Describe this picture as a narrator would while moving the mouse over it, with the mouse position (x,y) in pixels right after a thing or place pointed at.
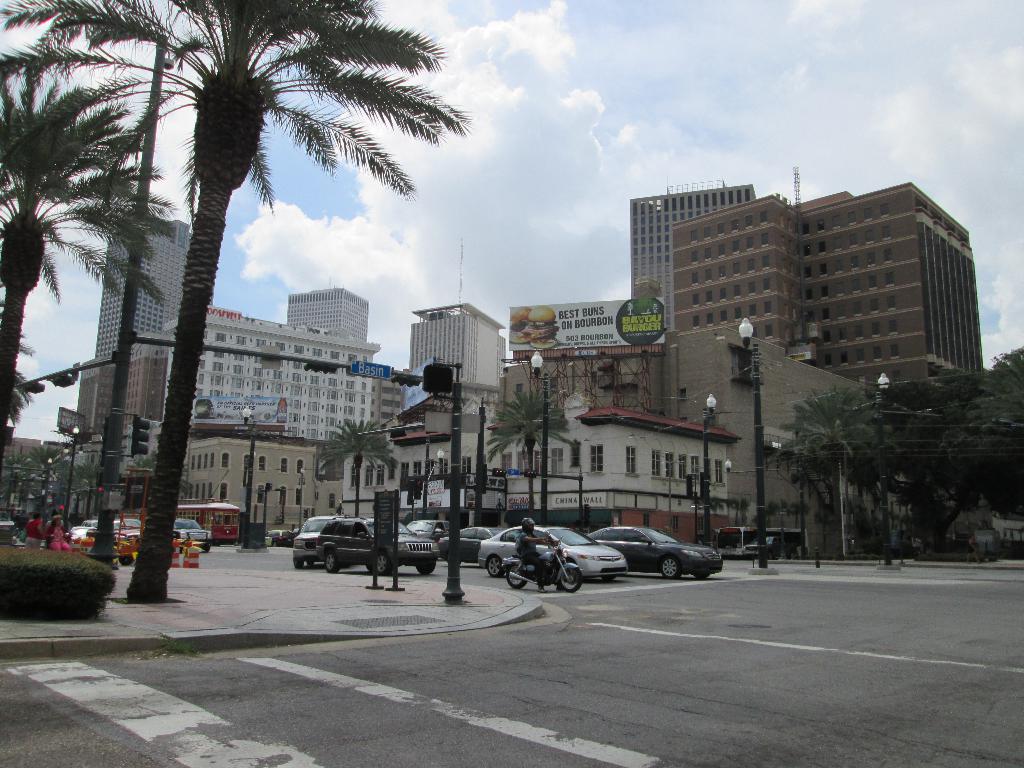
We can see vehicles (650,552) on the road (635,596) and we can see trees (1000,406), plants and lights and board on poles (459,485). In the background (619,307) we can see buildings (710,361), hoarding (601,306) and sky (284,190).
